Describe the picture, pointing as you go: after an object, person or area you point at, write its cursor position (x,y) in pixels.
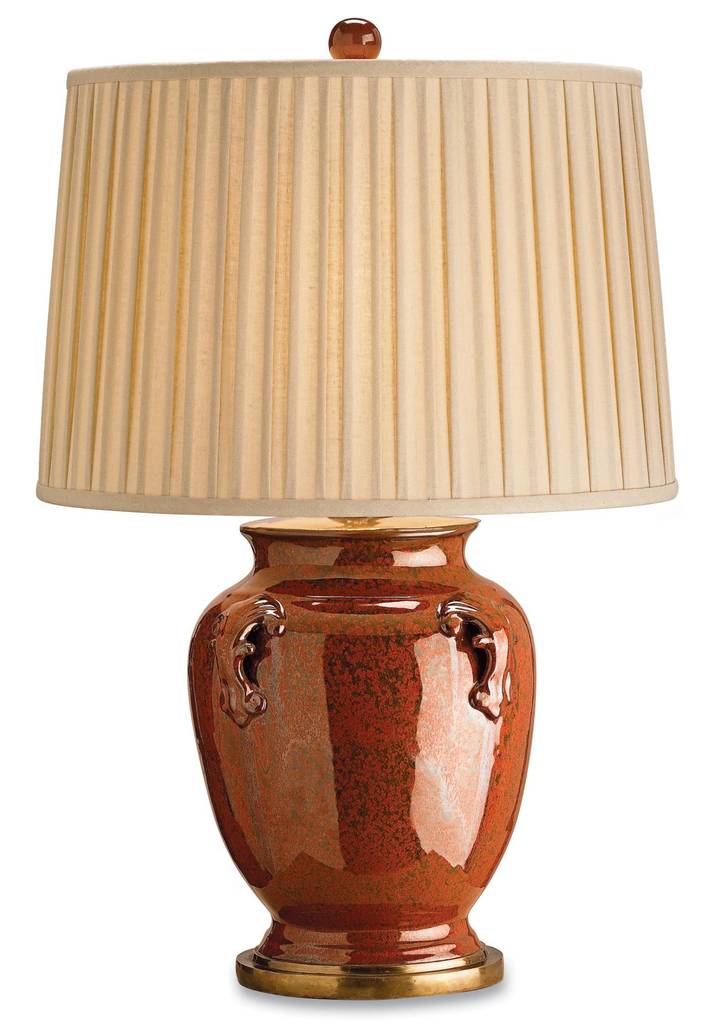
In this image, I can see a lamp (429,587). This is the lamp base (353,761), which is brown in color. I can see a lamp shade (209,326), which is attached to the lamp base (461,674). The background (607,702) looks white in color.
